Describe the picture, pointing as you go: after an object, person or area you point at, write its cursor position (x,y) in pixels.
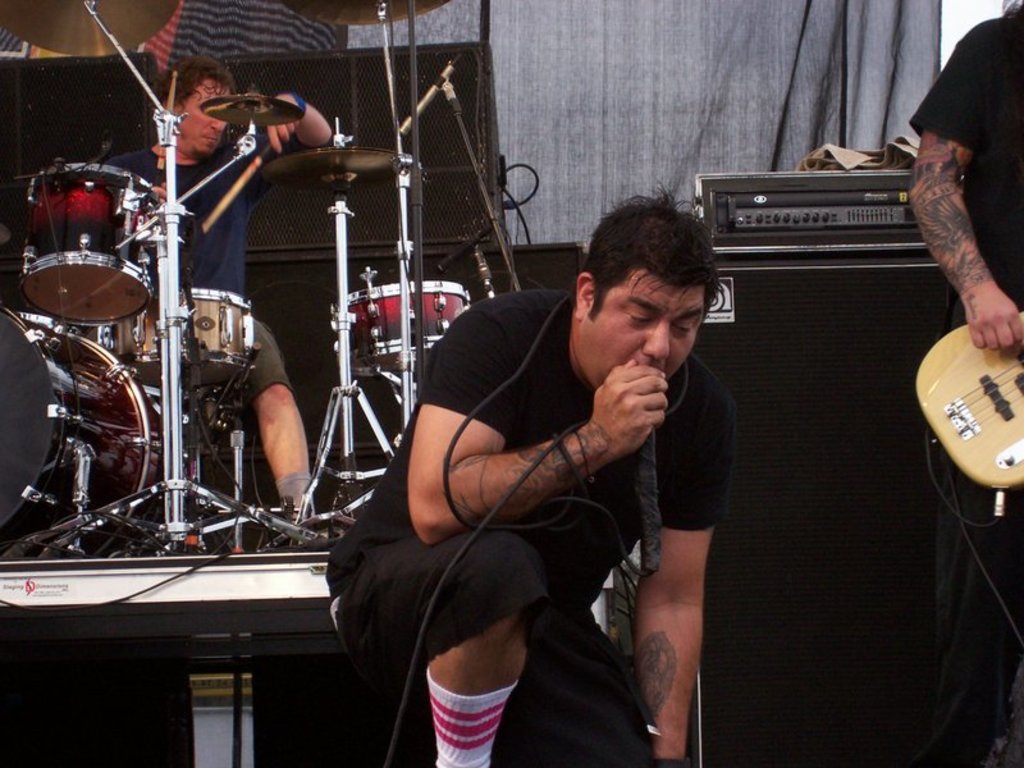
there are three persons (621,499) one person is sitting and playing drums (241,321), another person (485,711) is sitting and singing in micro phone (648,499) another person (958,226) is standing and playing guitar (993,395).
